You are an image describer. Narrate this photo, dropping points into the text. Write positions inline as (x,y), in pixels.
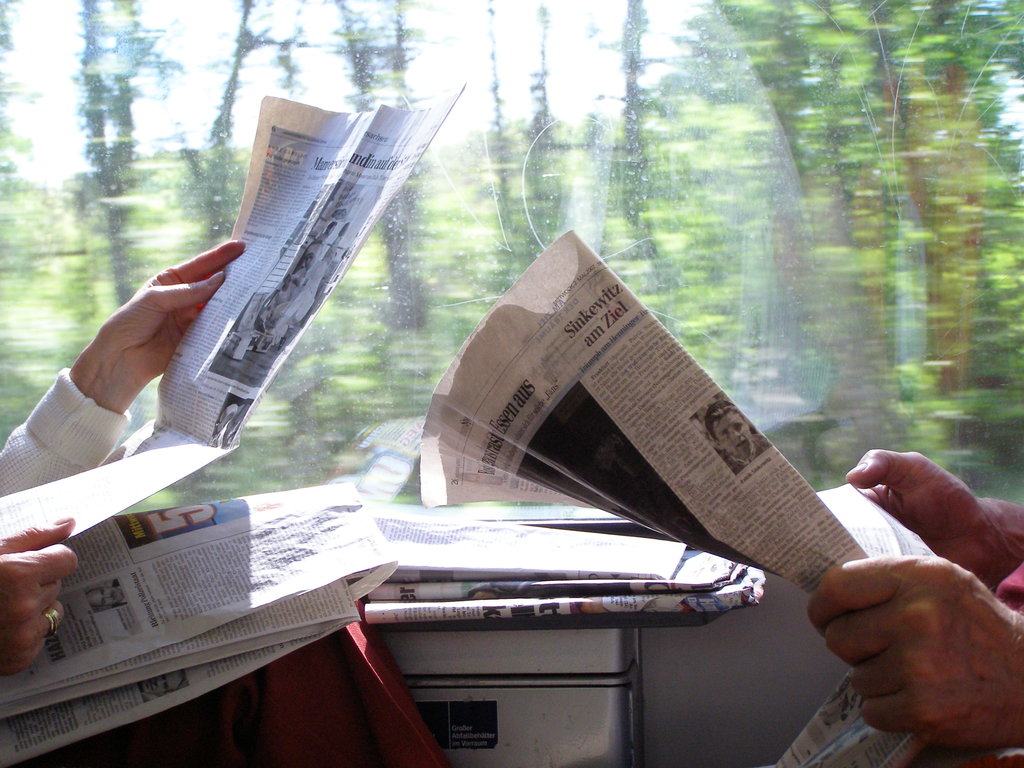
In this image we can see two people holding the news papers (314,226). on the backside (409,464) we can see some trees (620,245) from the window (493,269).
